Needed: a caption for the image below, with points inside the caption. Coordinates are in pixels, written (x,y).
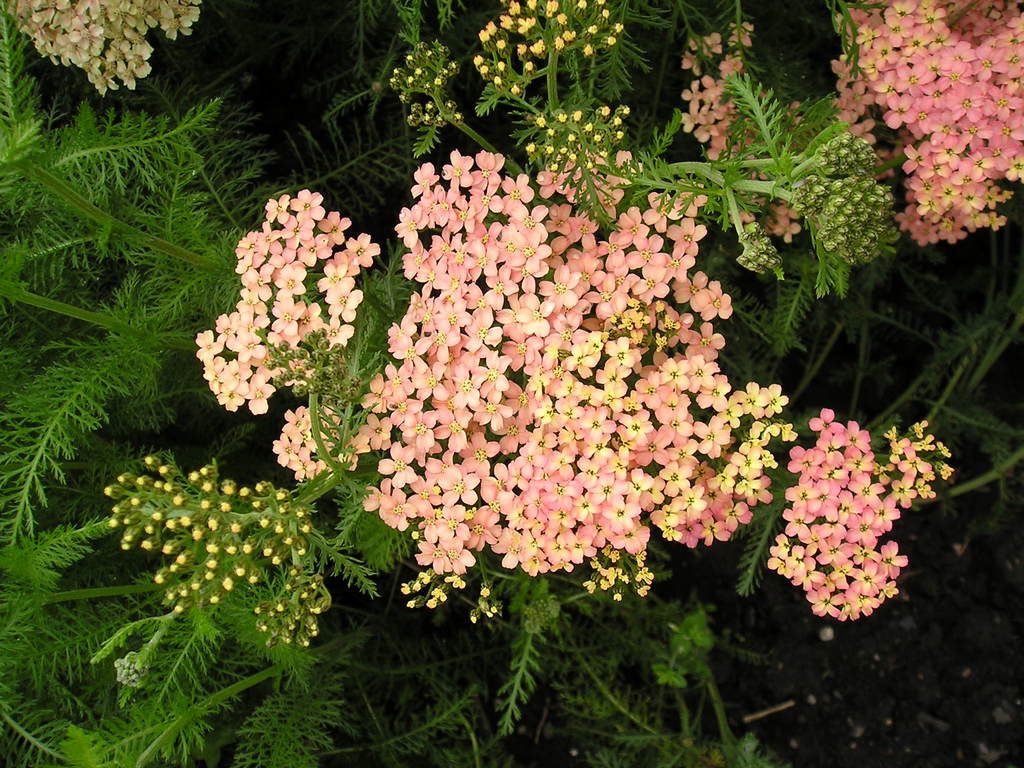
In this image, we can see so many flowers (976,111) with leaves (112,155) and stem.
